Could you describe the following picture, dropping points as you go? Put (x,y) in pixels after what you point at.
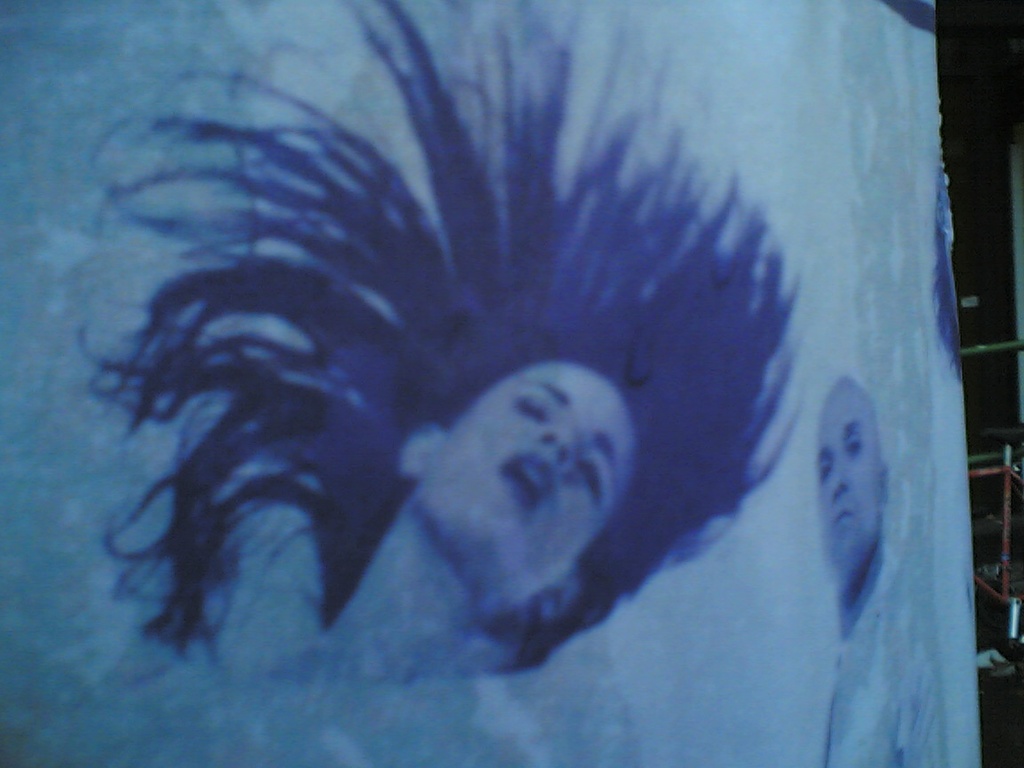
In this image there is a picture (659,406) of a woman (579,512) and a man (833,533) on the banner (623,152). On the right side of the image (999,593) there are metal rods (1015,604).
